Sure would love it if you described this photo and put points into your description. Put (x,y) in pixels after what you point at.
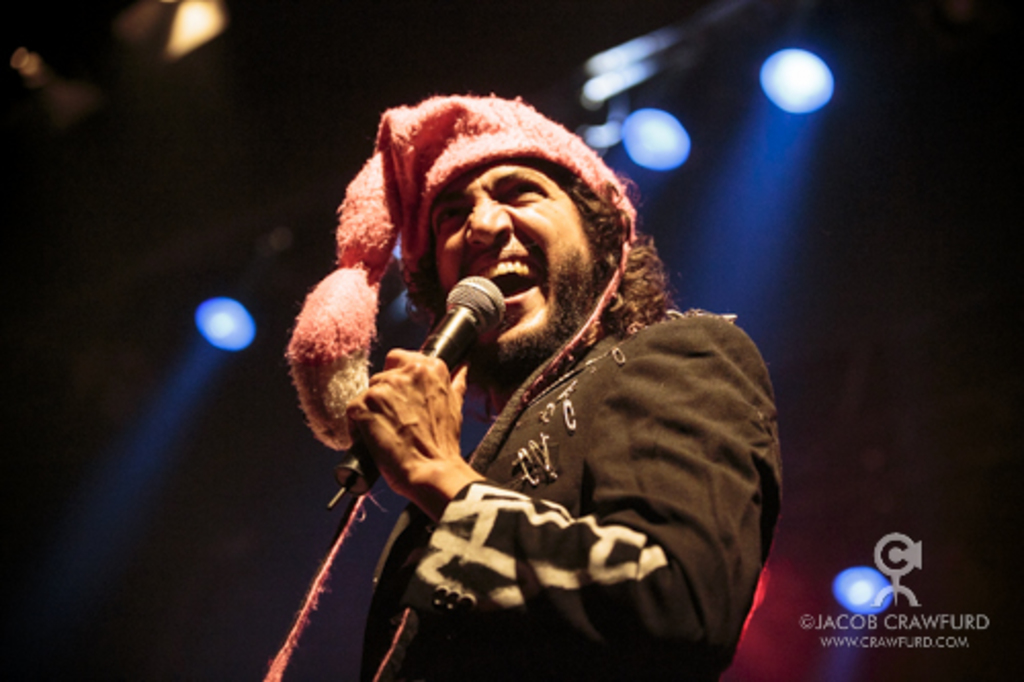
In the picture we can see a man (640,536) standing and holding a microphone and singing a song, he is wearing a cap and in the background (789,192), we can see a light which is focused on him, which are blue in color.
